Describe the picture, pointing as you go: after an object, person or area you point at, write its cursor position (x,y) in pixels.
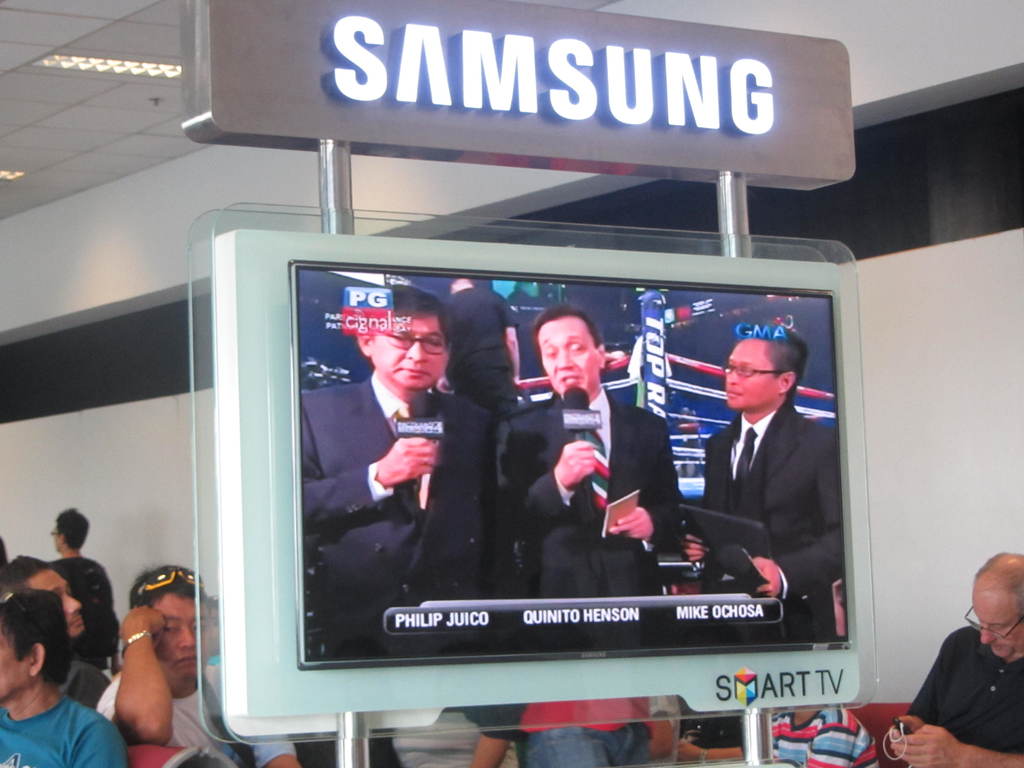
In this picture there is a smart TV (560,564) on this holder (278,612). At the top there is a company name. In the screen (591,392) there are three persons (742,487) who are wearing suit (526,501) and holding the mic (428,437). In the background (617,699) we can see group of person (514,732) sitting on the chair (891,749). On the left (84,526) there is a man (94,583) who is wearing black dress (89,570), standing near to the wall (109,525). On the bottom right (1007,739) there is another man (1008,626) who is wearing spectacle (981,624), black dress (964,687) and holding a mobile phone (899,726). On the top left corner (150,68) we can see tube-lights (71,61).
